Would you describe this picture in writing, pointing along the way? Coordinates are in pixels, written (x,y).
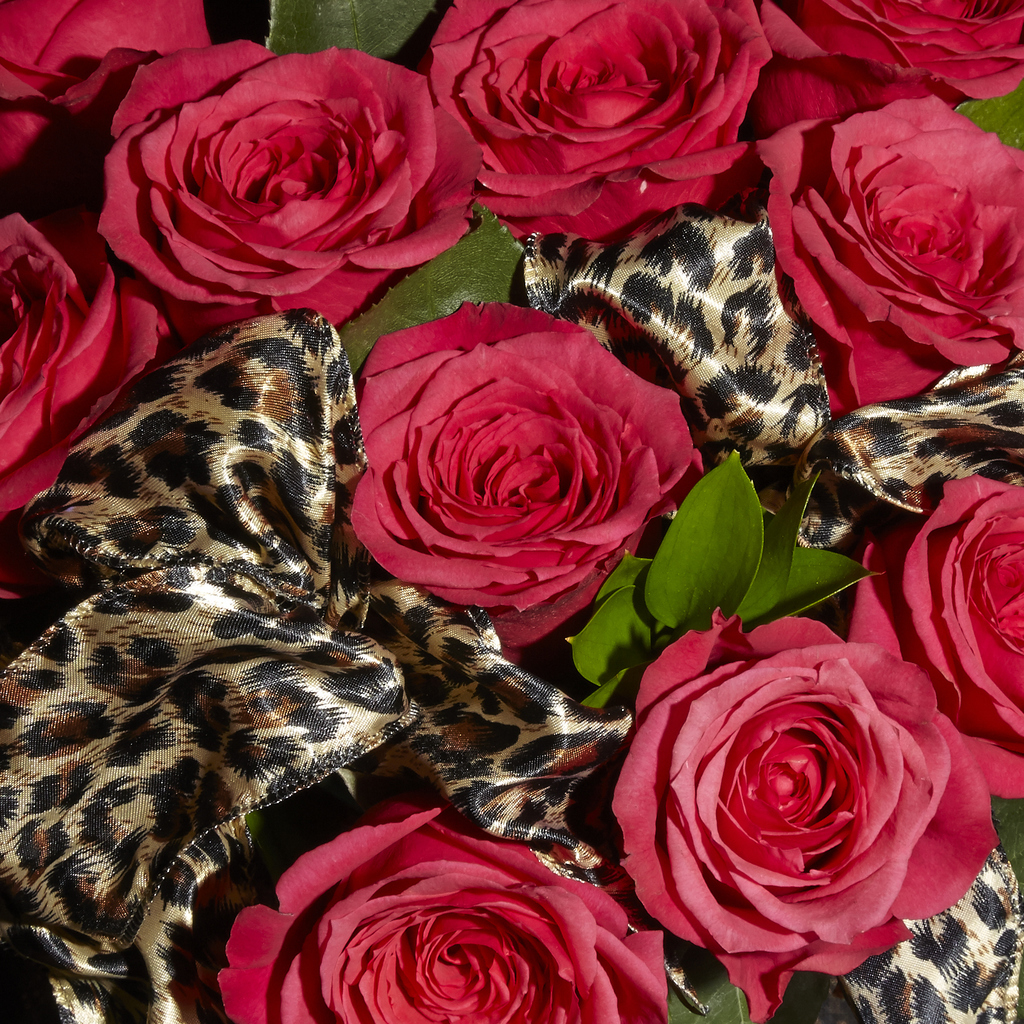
In this picture we can observe rose flowers (433,476). There is a black and gold color cloth (213,644) in between these flowers (396,245). We can observe green color leaves (686,531).
